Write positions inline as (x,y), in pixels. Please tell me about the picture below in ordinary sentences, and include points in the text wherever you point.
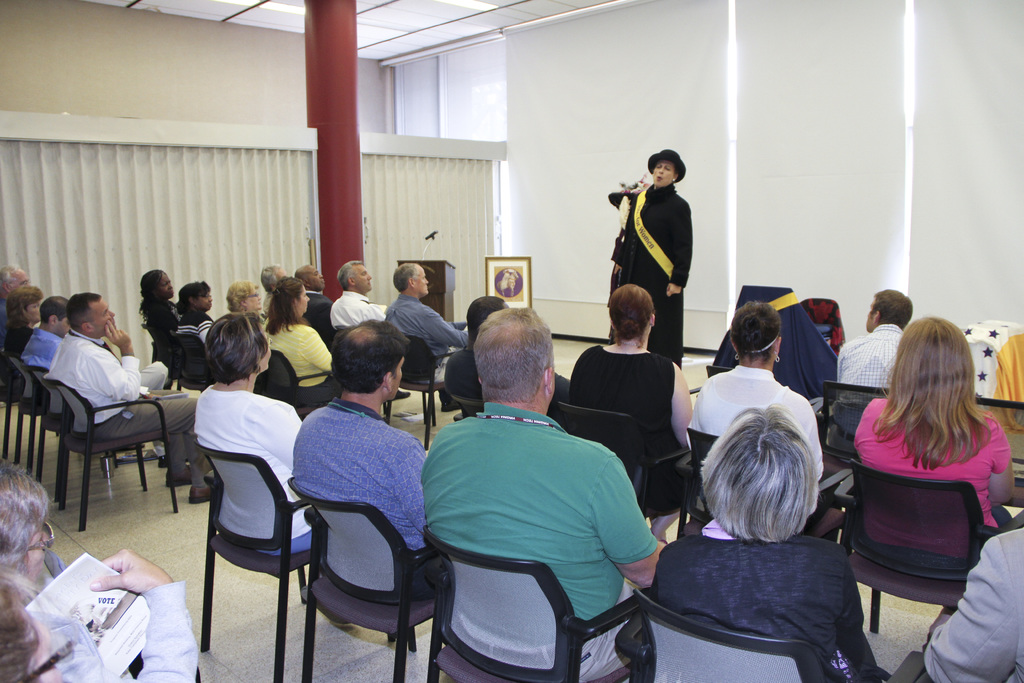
This Image is clicked in a room (510,539), where there are so many chairs (619,680), on the chairs (405,556) people (720,582) are sitting. There is a photo frame (493,273) in the middle (508,271). There is a podium (432,292). There is a person (665,194) standing, she is wearing black dress (682,272). She also has a hat (651,167). There is a pillar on the left (332,248).
